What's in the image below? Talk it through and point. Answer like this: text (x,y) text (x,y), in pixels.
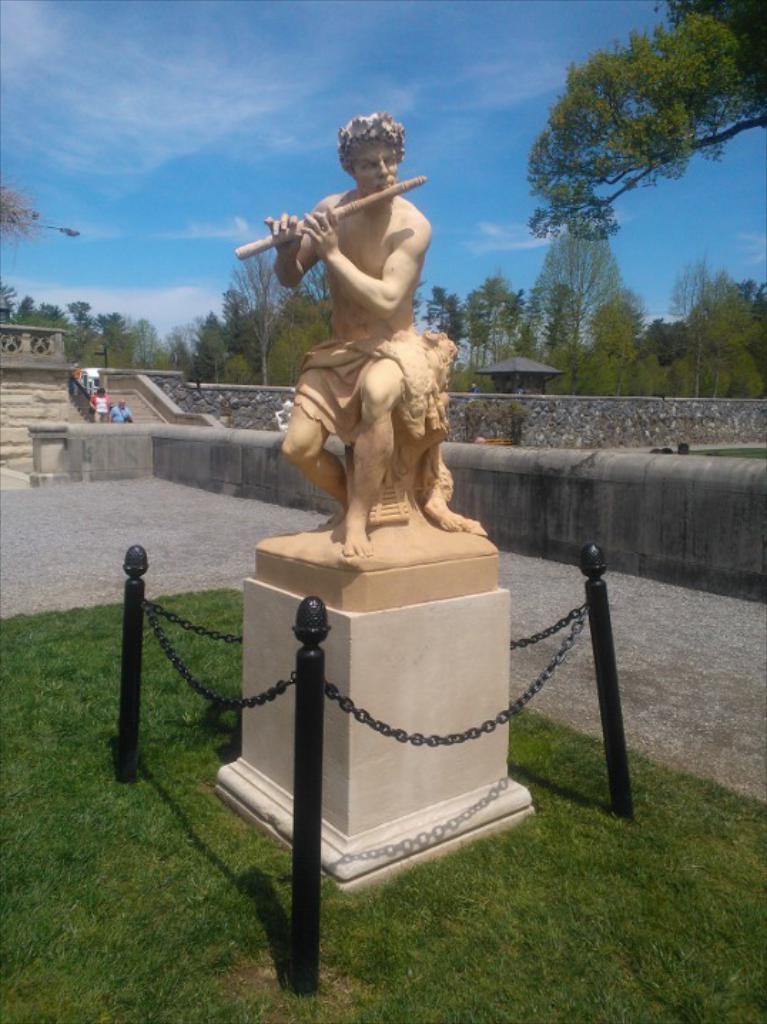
In this image we can see the statue of a man (485,640), and on the ground (151,906) we can see the grass (660,829), and at the back (93,412) we can see some people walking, and background (253,91) is the sky (131,160).
